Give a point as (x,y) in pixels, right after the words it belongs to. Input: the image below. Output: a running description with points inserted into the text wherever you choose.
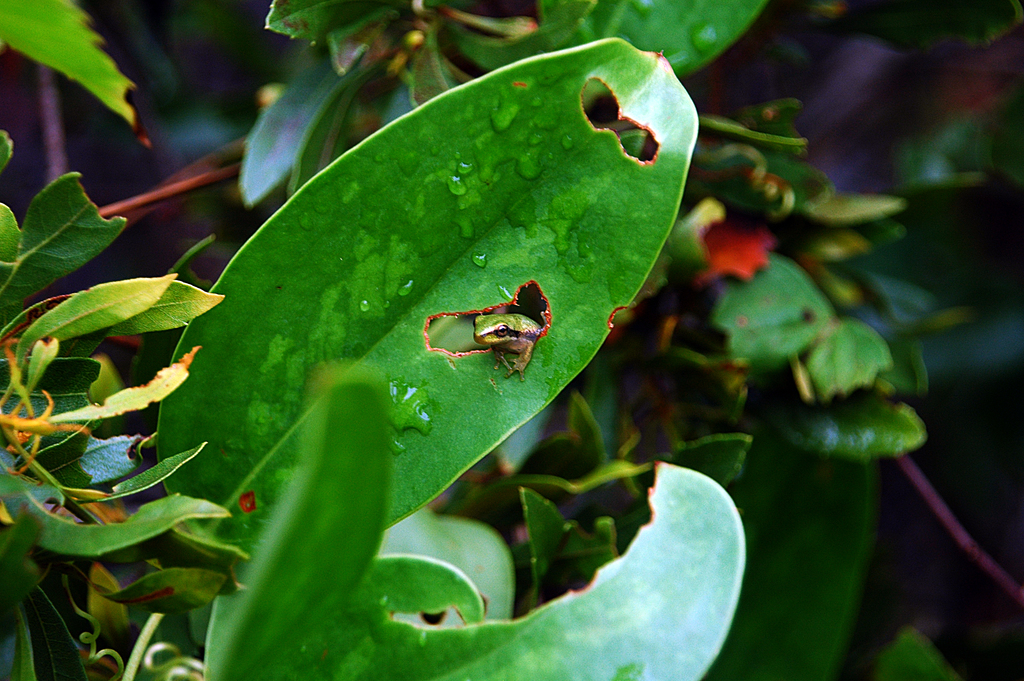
In the center of the image (440,276) we can see one leaf (377,265). On the leaf (482,375), we can see one frog (519,355), which is in green color. In the background (451,318) we can see plants (616,439).
